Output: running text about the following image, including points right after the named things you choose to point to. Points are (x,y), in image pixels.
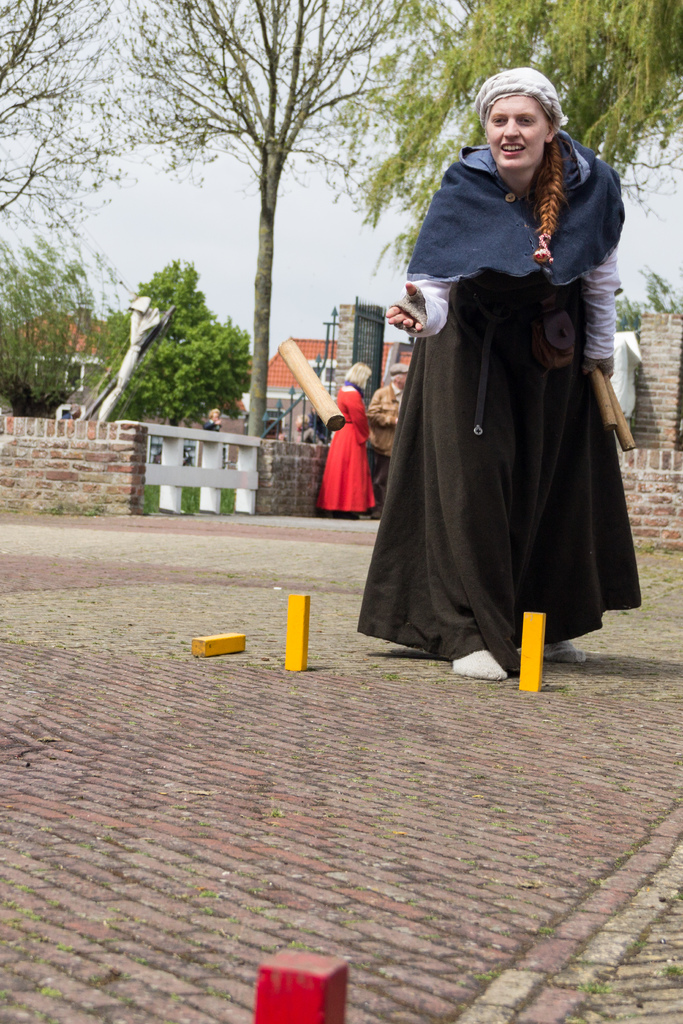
In the image we can see a woman (500,333) standing, wearing clothes (513,369), socks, gloves (413,313) and cap (521,72) and she is throwing a wooden stick (322,400). Here we can see footpath (282,798), wall (126,464), fence (180,458), trees (194,121) and a sky (207,171). Behind her we can see there are other people (336,431) standing and wearing clothes (349,479). We can see there are even buildings (336,360).
